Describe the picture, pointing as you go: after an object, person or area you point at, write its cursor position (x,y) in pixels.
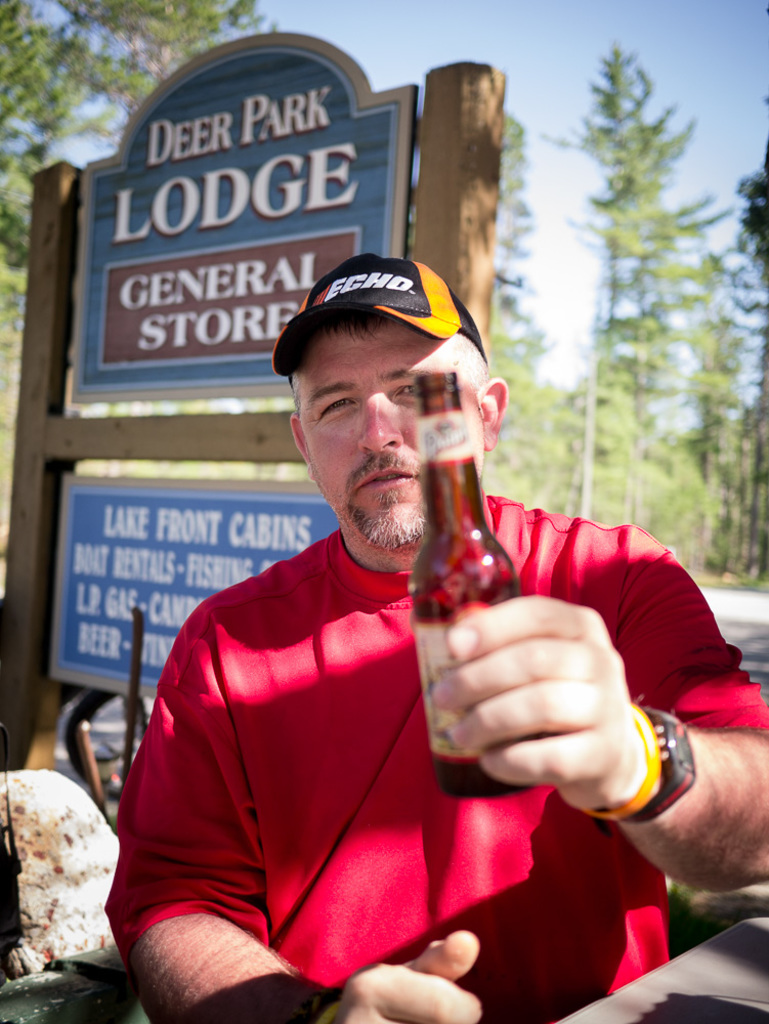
This person (284,847) sitting and holding bottle (514,587) and wear cap (371,309). On the background (176,8) we can see board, trees (653,143), sky (668,19).
